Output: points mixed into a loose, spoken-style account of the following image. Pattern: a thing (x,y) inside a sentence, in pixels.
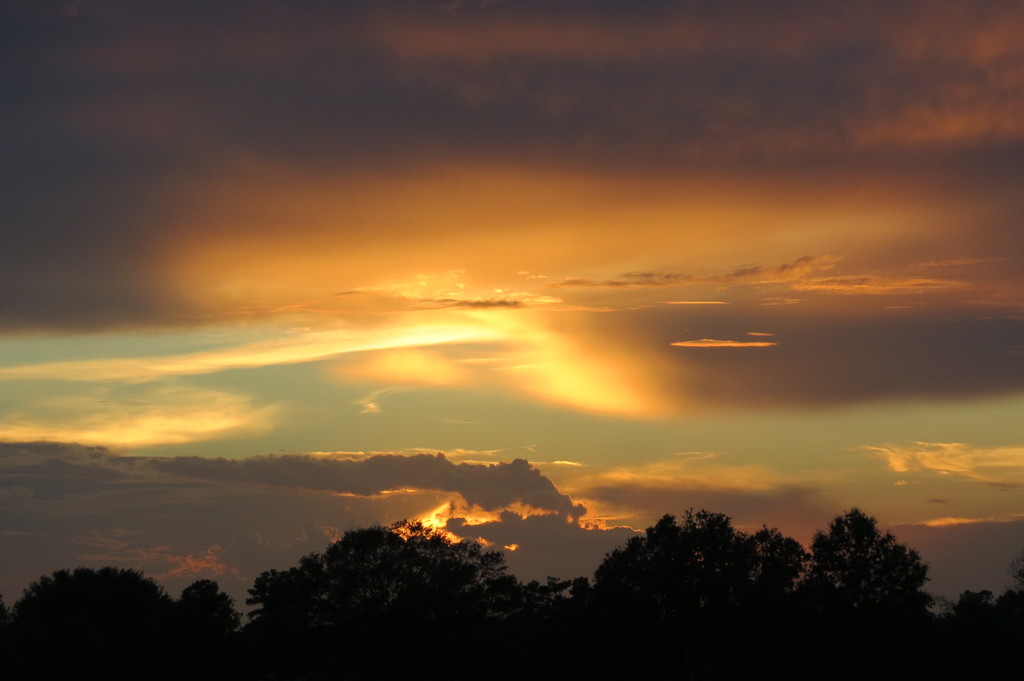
In this image, we can see some trees (560,611). There are clouds (358,234) in the sky (723,462).
